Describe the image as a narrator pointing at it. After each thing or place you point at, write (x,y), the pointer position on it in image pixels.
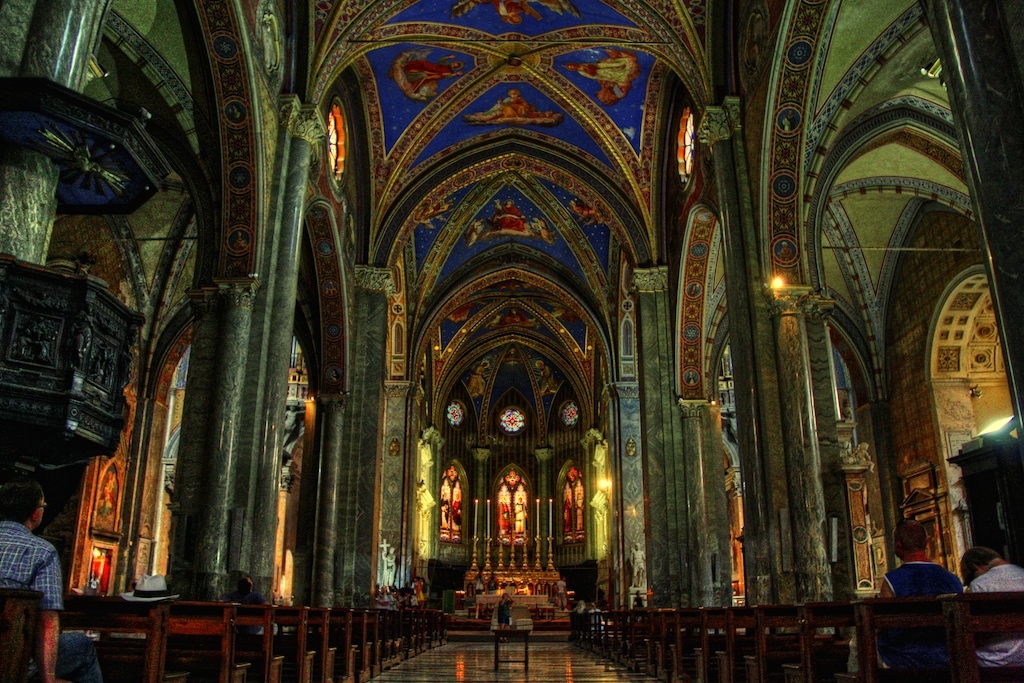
This picture is an inside view of a building (436,285). In the center of the image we can see the candles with stands (551,566), tables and a person (507,629) is standing. In the background of the image (694,556) we can see the pillars (541,469), boards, lights (993,429). At the bottom of the image (982,646) we can see the floor (580,651) and some people (55,682) are sitting on the benches (981,610). At the top of the image (594,119) we can see the roof (484,57) and painting (467,139) on the wall (364,217).
